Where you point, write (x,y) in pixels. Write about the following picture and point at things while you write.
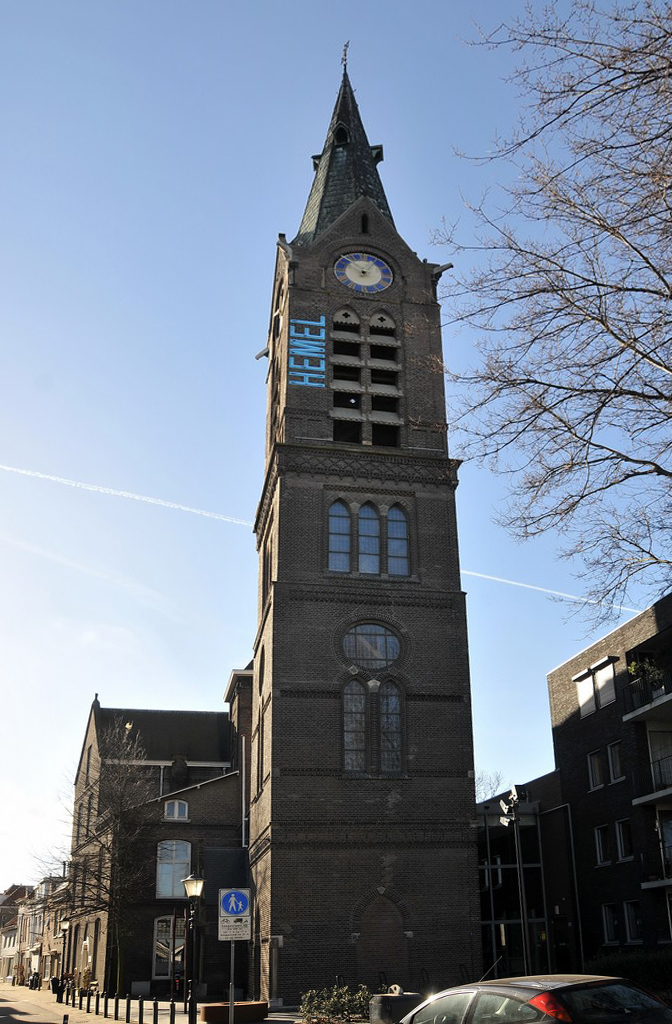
In this picture we can see a clock tower (349,689) and buildings (85,781). On the left side of the buildings (83,802), there are trees (81,824), street lights (190,886), lane poles (96,998) and there is a pole (233,916) with a signboard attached to it. Behind the clock tower (347,378), there is the sky (445,96). At the bottom of the image (420,1019), there is a vehicle (427,1012).
